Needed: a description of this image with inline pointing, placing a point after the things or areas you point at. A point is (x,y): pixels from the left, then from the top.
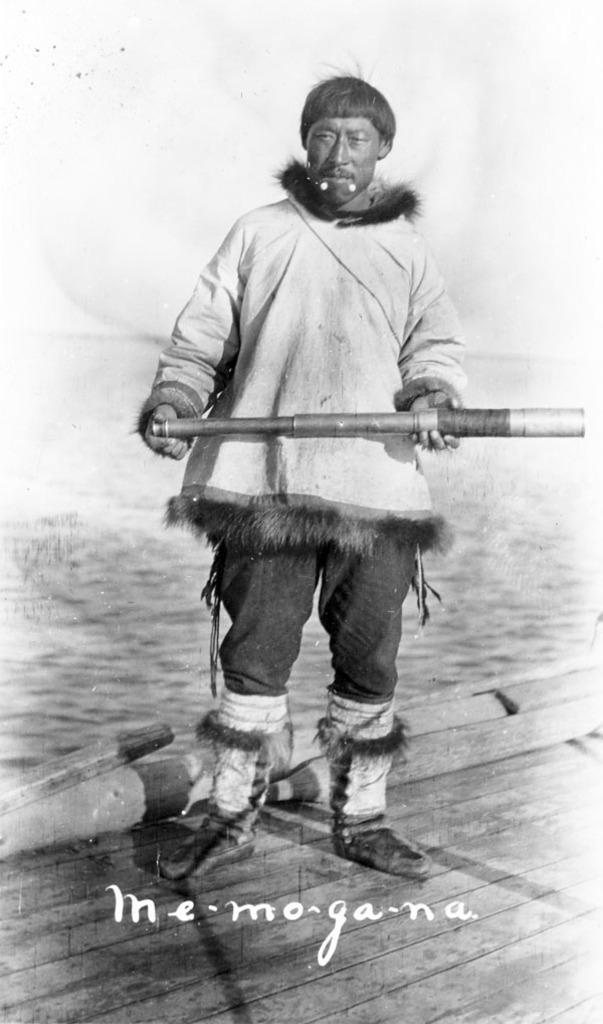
In this image I can see the person (264,643) standing on the wooden surface (223,895) and holding the rod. And there is a white background (141,129).
